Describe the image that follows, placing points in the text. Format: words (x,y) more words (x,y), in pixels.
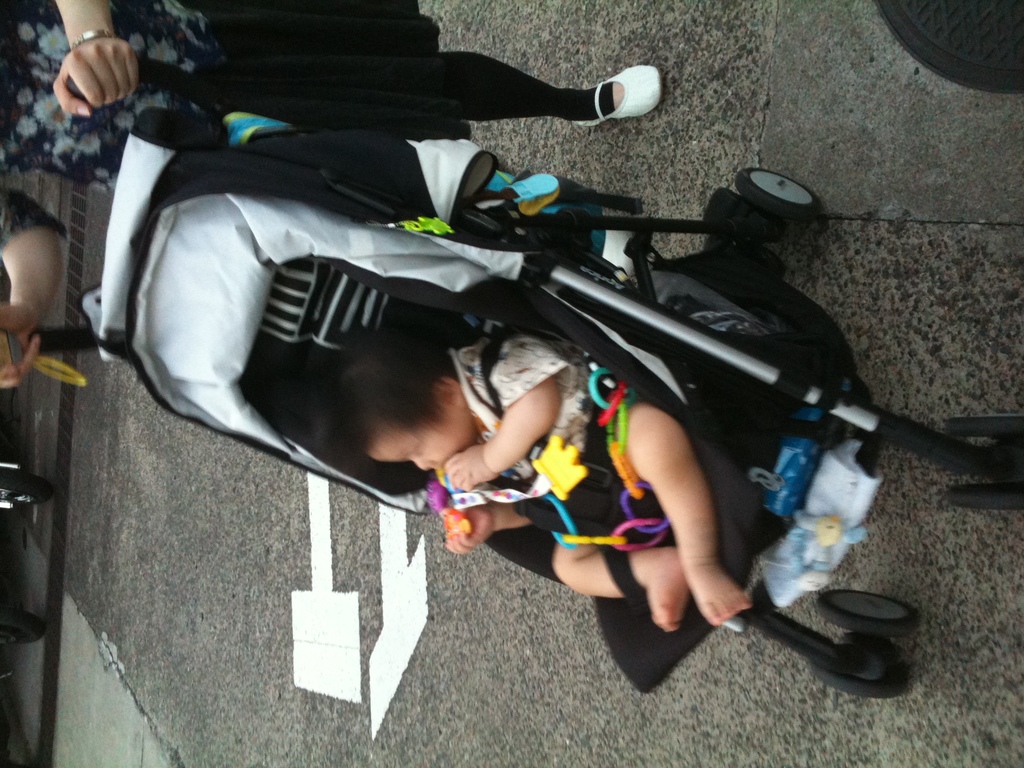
In the image we can see there is a baby (491,440) sitting in the buggy (300,398). The woman (256,101) is standing on the road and she is holding the handle (183,100) of the buggy (132,182).
